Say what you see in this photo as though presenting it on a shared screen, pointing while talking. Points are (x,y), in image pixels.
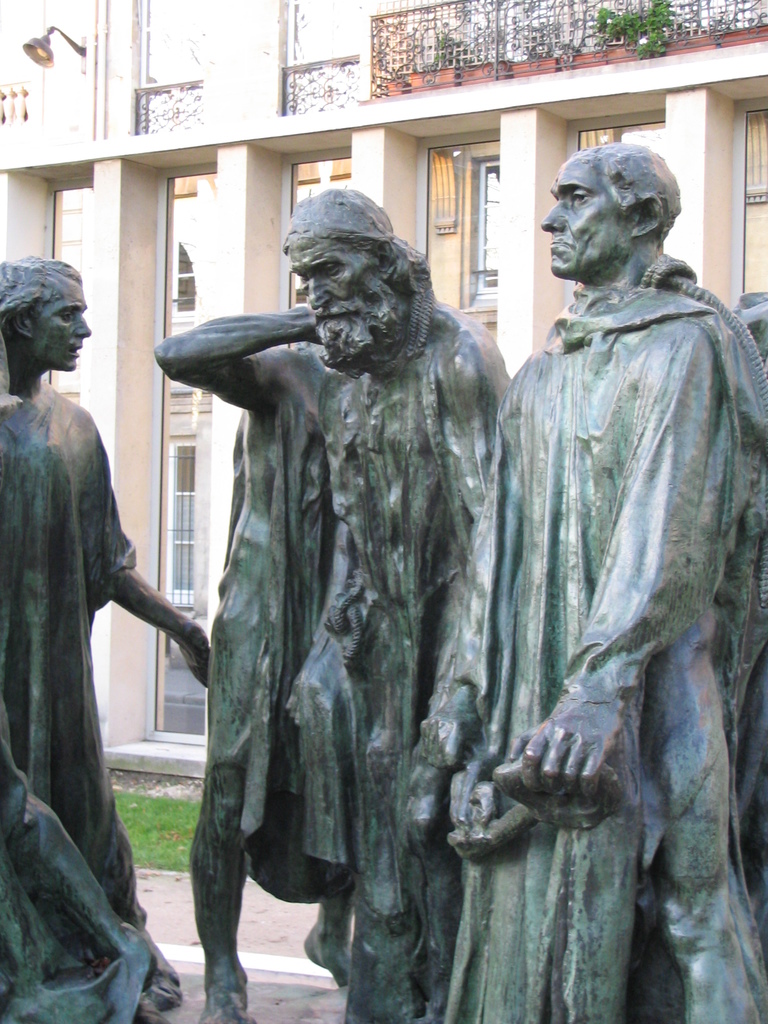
In this image we can see sculptures (474,351), at back (530,125) there is a building (578,119), here is the window (179,180), at above here is the light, here is the grass (125,795).
